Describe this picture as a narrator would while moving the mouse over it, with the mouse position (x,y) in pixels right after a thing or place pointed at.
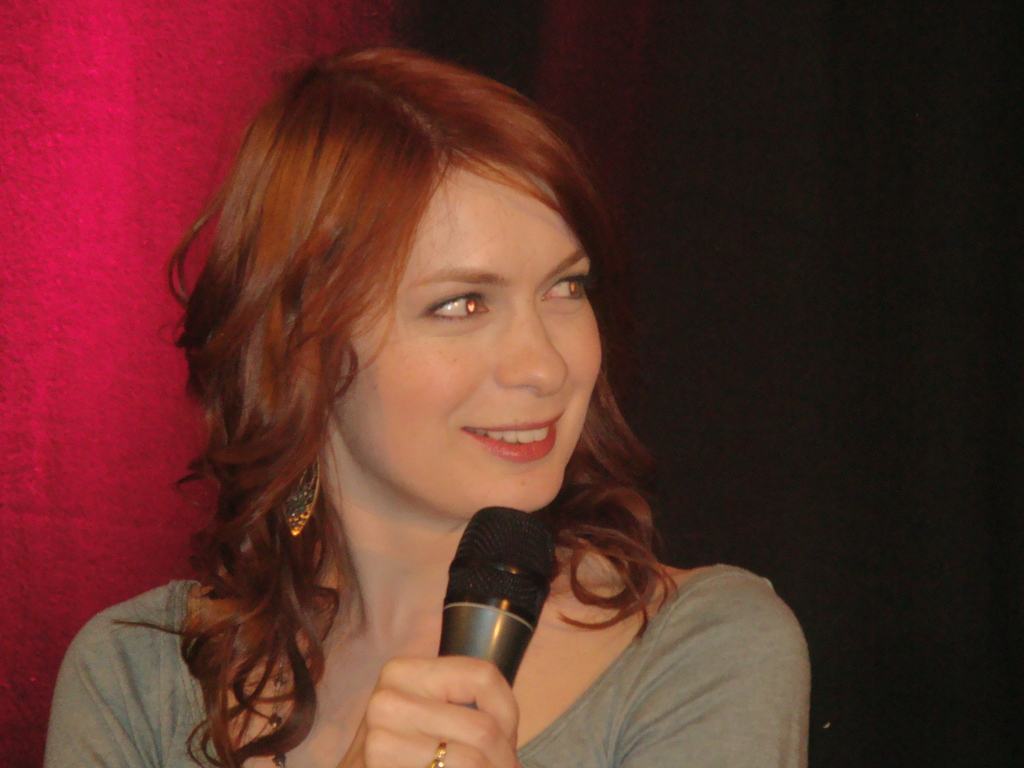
This is the picture of a lady (348,479) with long hair (616,563) holding a mic (473,592) in her right hand (411,666) and behind there is a red color wall (89,277).
